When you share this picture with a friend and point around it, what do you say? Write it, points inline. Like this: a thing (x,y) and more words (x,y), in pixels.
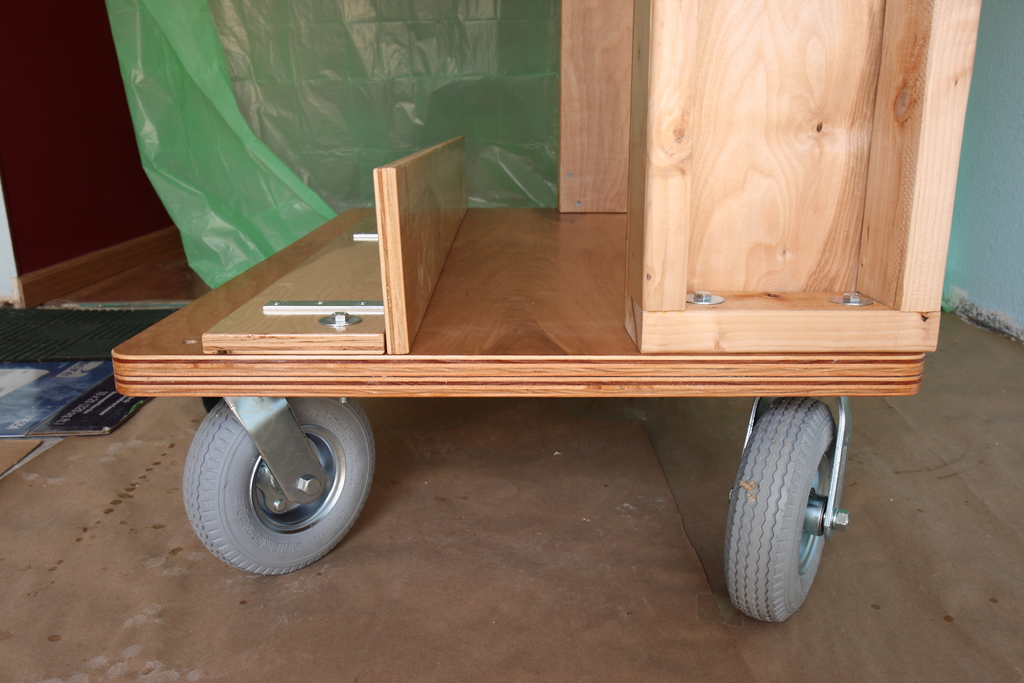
In this image I can see the wooden trolley (629,303). In the background (350,147) I can see the cover (198,98) in green color and the wall (986,216) is in blue color.
